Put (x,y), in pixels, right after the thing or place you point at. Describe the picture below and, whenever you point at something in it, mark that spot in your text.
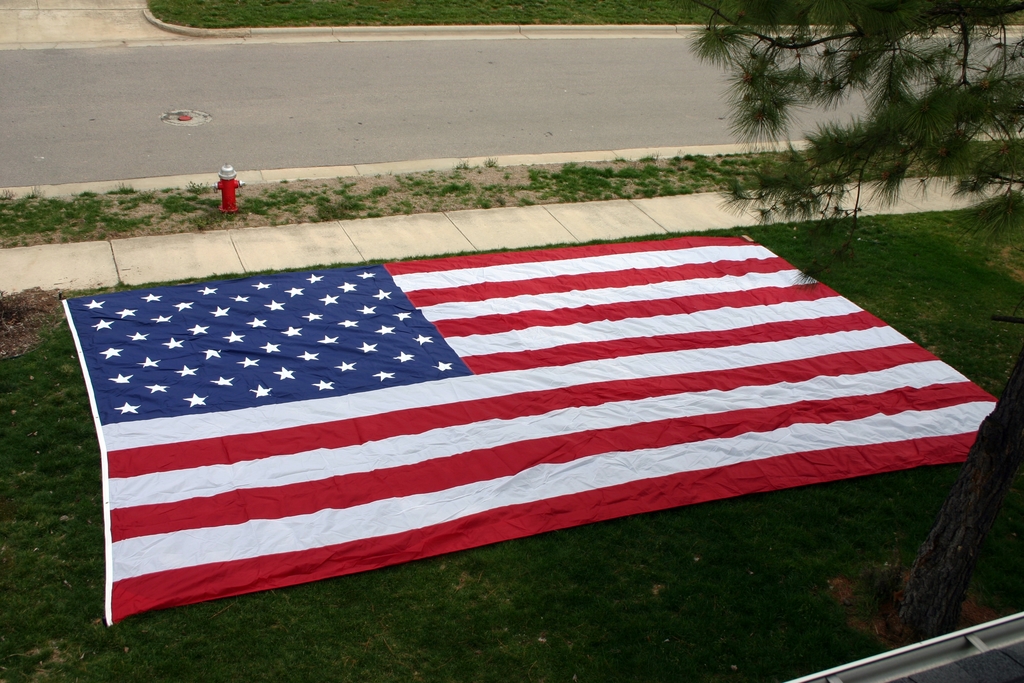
In this image we can see flag (314,441) on the ground (211,193), trees (761,133), road (289,121) and hydrant (229,185).
